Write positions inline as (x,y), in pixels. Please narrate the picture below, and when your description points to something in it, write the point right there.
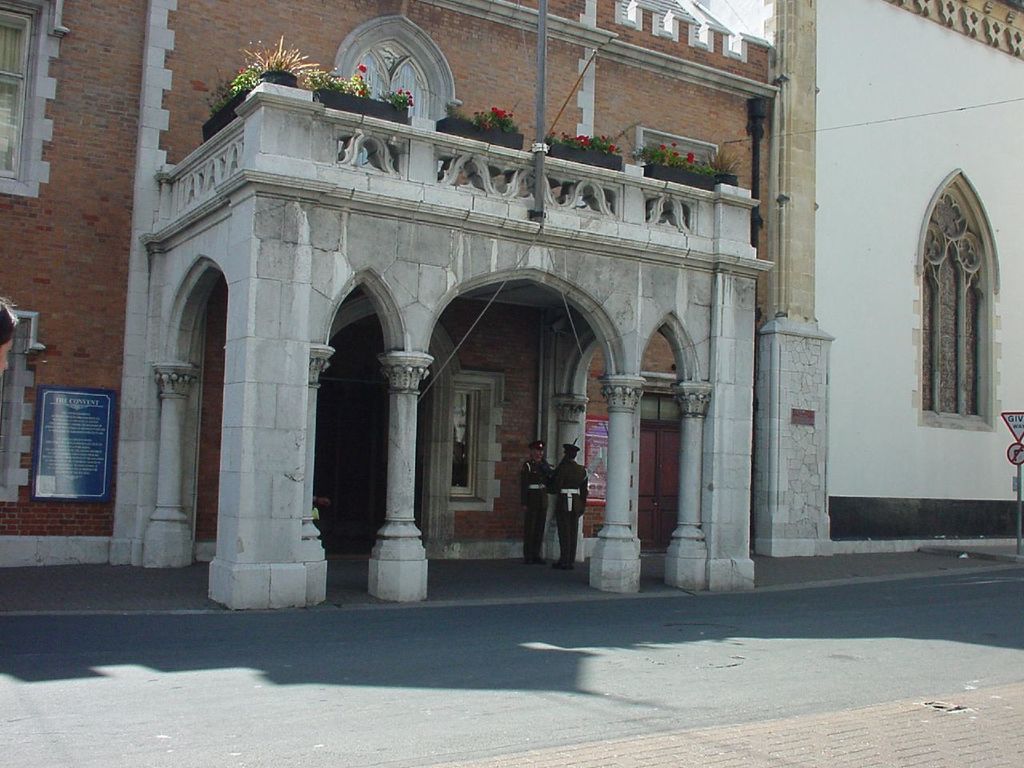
In this picture we can see a building (467,240), few plants (281,55), flowers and group of people (536,535), on the right side of the image (1014,490) we can find few sign boards (1019,448), on the left side of the image (98,404) we can find a board (72,410) on the wall (79,315).
